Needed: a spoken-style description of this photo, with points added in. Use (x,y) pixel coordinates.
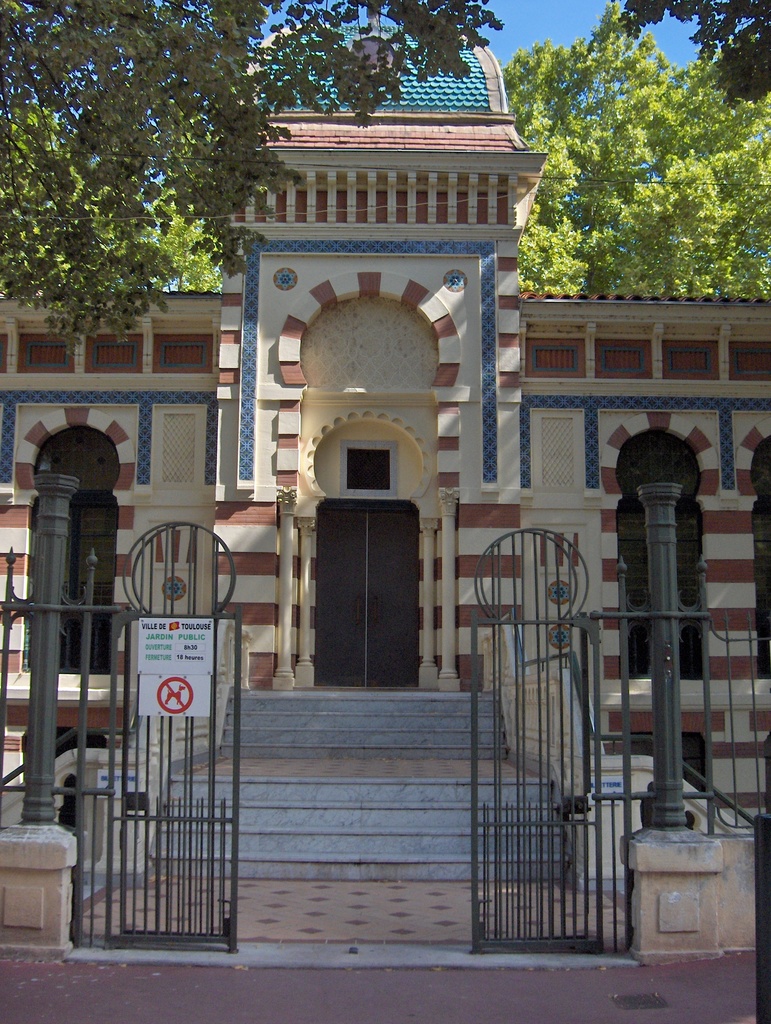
In this image I can see the building (449,337), doors (336,527), trees (604,227), gate (174,614) and few boards (178,624) are attached to the gate (195,575). The sky (577,11) is in blue color.
